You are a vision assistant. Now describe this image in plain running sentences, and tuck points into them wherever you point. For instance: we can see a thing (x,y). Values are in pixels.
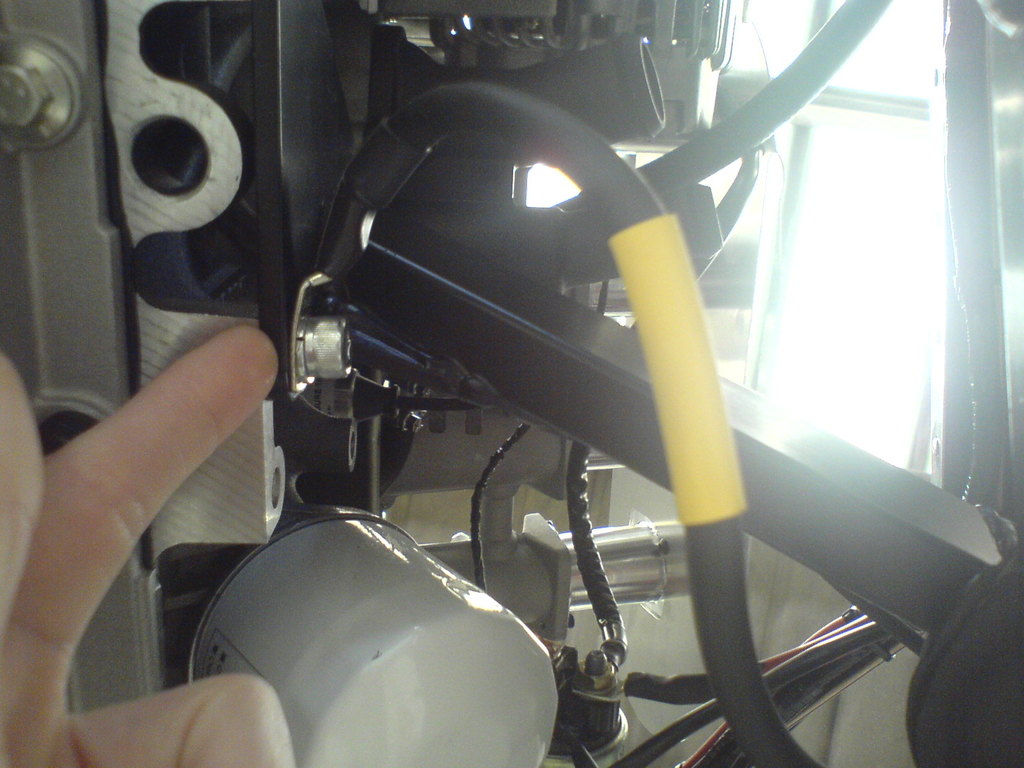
In this picture I can see a machine (584,264) and a human hand (118,725).
